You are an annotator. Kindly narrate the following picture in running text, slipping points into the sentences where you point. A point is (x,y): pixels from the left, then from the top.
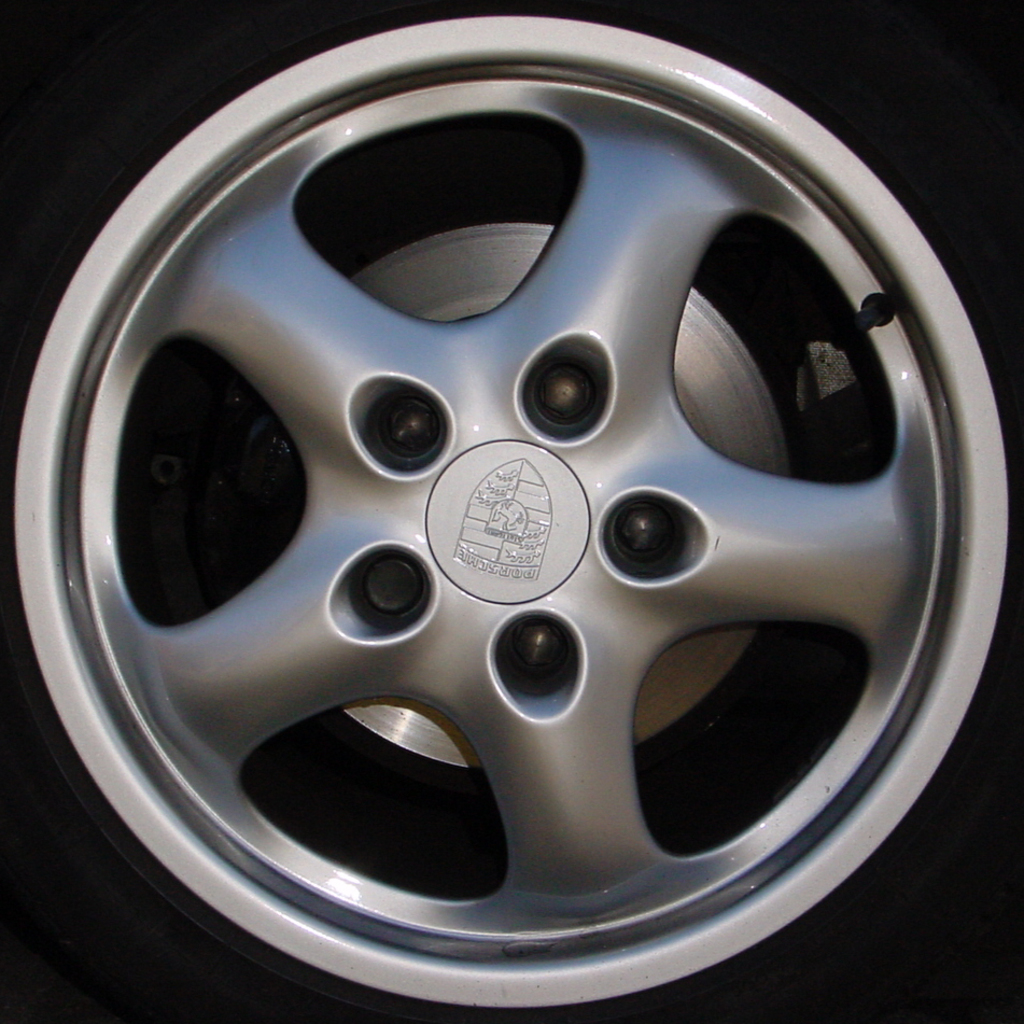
In this image I can see the rim (256,349) of a vehicle (454,449). The background (40,1006) is in black color.
